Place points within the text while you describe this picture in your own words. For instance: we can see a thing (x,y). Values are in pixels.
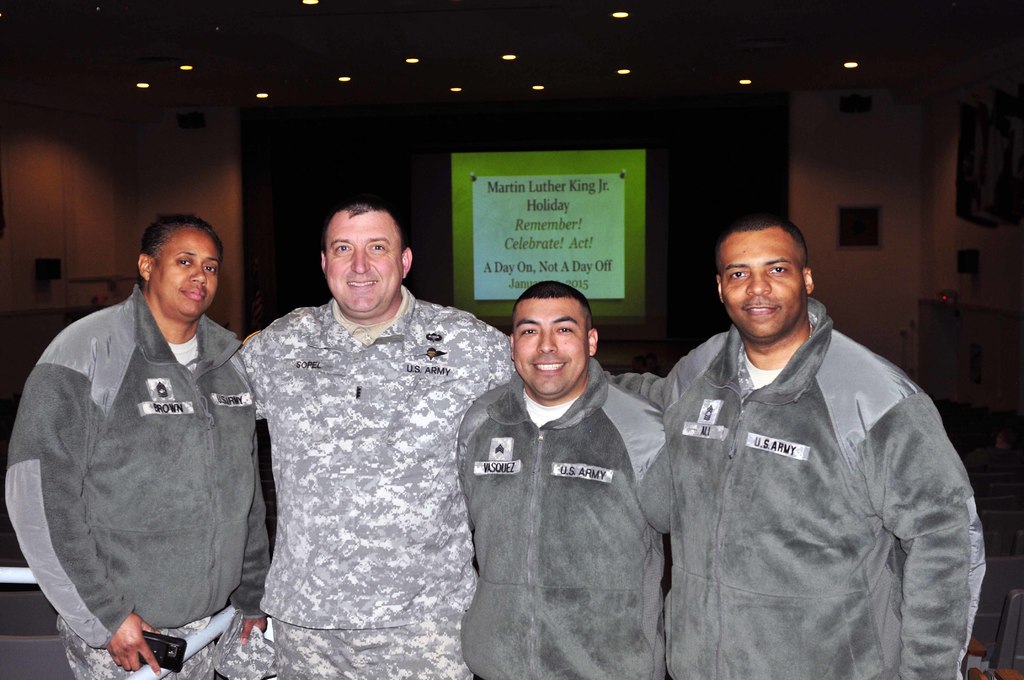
There are four people (431,459) standing. Person (250,502) on the left (150,575) is holding a mobile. In the back (495,193) there is a poster (572,223). On the ceiling (594,46) there are lights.
